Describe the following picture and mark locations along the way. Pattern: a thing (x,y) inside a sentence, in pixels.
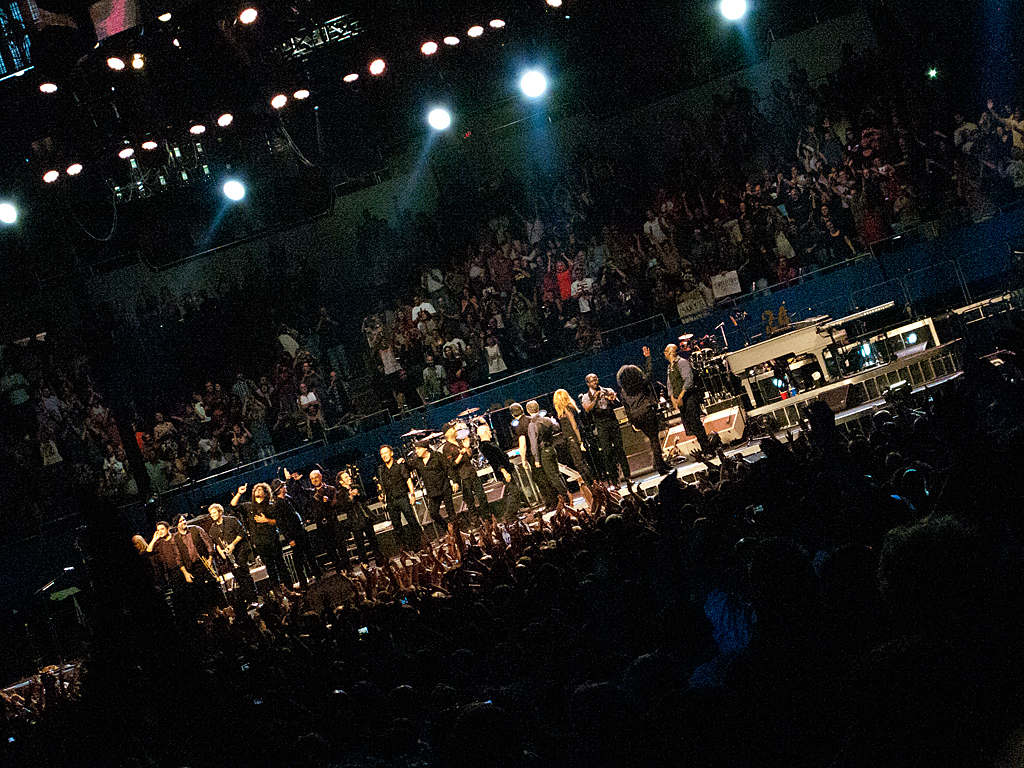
In this image we can see a crowd (871,494) and musical instruments (821,361). These are focusing lights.
